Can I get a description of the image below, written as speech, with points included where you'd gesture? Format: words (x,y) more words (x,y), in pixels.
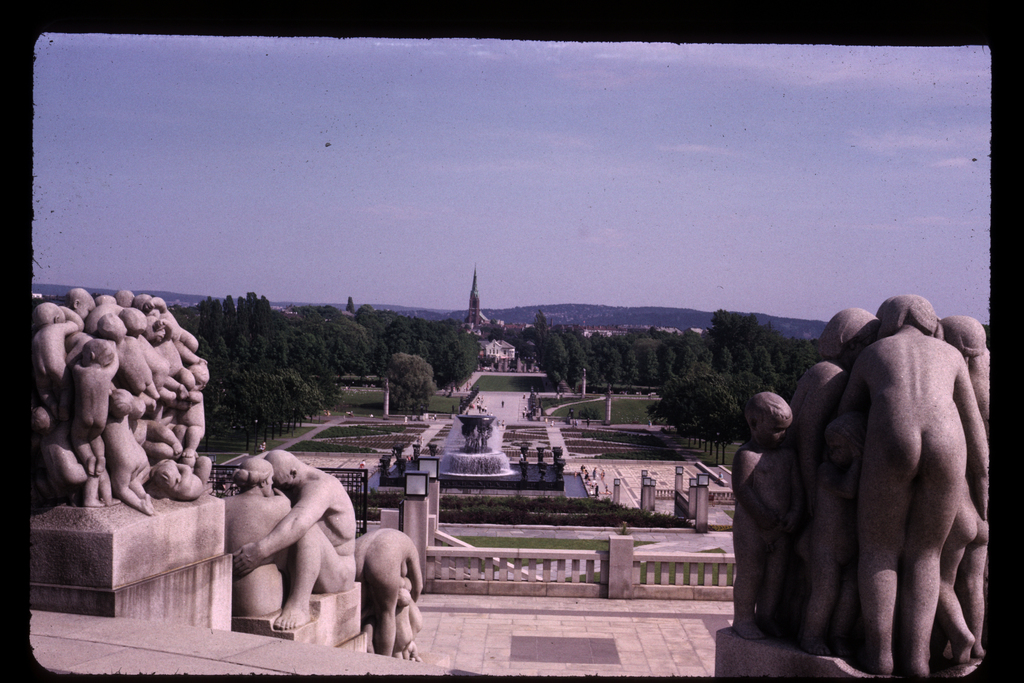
In this image I can see the statues (395,548) of people (405,613). In the background (533,549) I can see the fountain (452,485), poles (432,497), railing (486,550) and many trees (580,343). In the background (512,344) I can see the buildings (494,345), mountains (504,319) and the sky (464,159).
